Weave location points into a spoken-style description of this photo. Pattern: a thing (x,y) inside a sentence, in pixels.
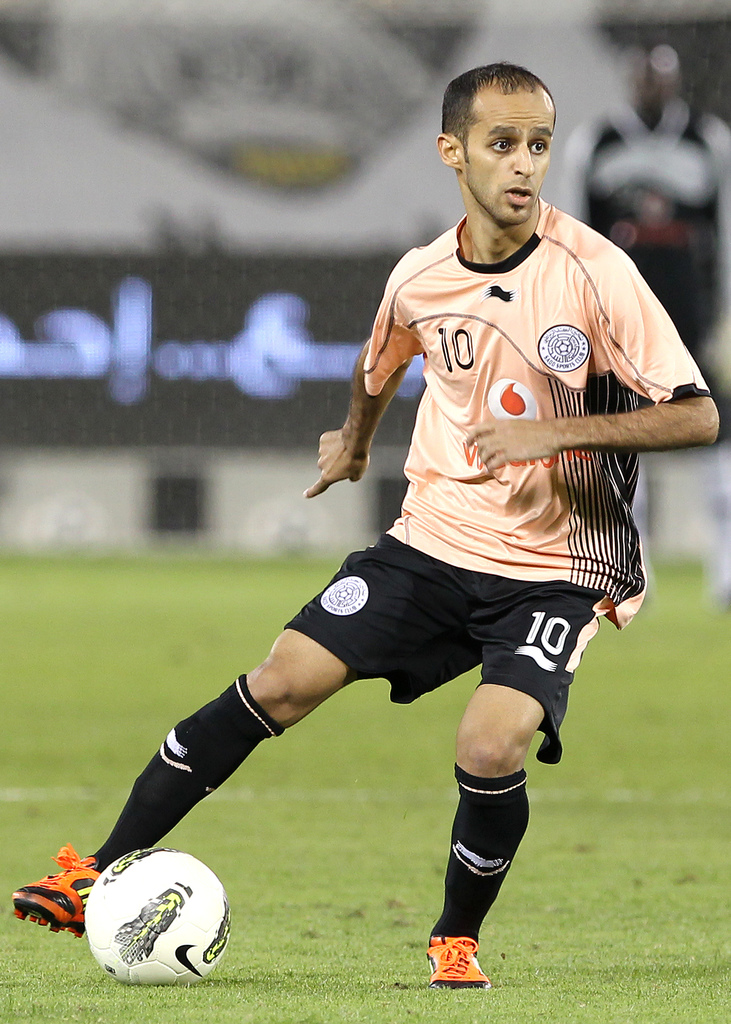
This picture shows a man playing football on the green field (255,787).
